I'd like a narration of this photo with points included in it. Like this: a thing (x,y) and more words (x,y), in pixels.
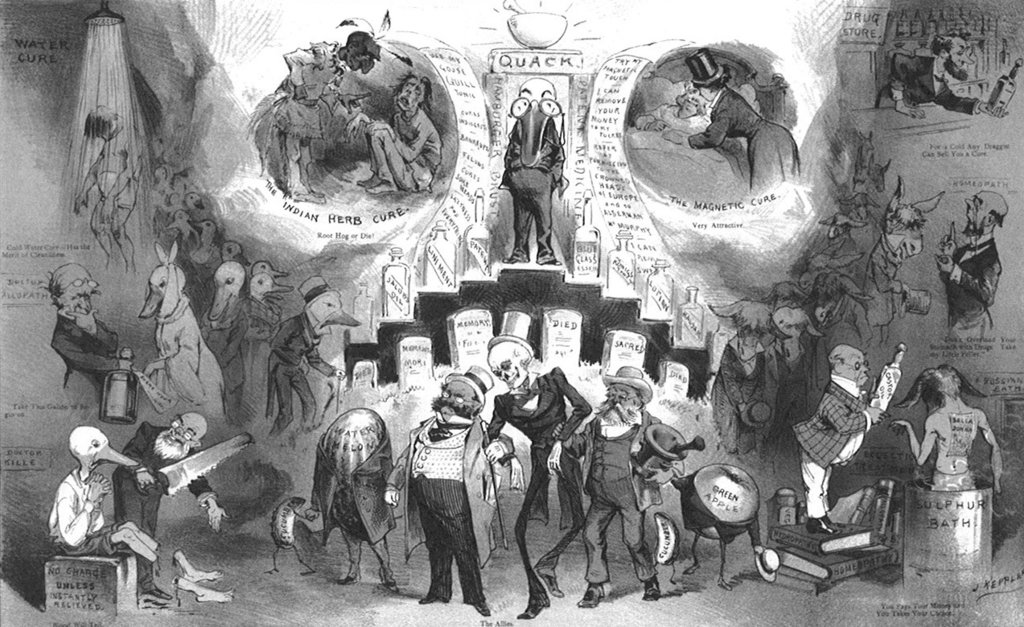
It is the black and white image. This image is taken from the article in which there are so many persons (453,445), skeletons (519,423) and animals (117,454) in this image. On the right side (849,435) there is a person (831,417) standing on the books (805,562). On the left side (90,530) there is a duck (96,536) on the stone (76,565). In the middle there is a person (526,163) standing on the floor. There are steps (524,297) on either side of him.
